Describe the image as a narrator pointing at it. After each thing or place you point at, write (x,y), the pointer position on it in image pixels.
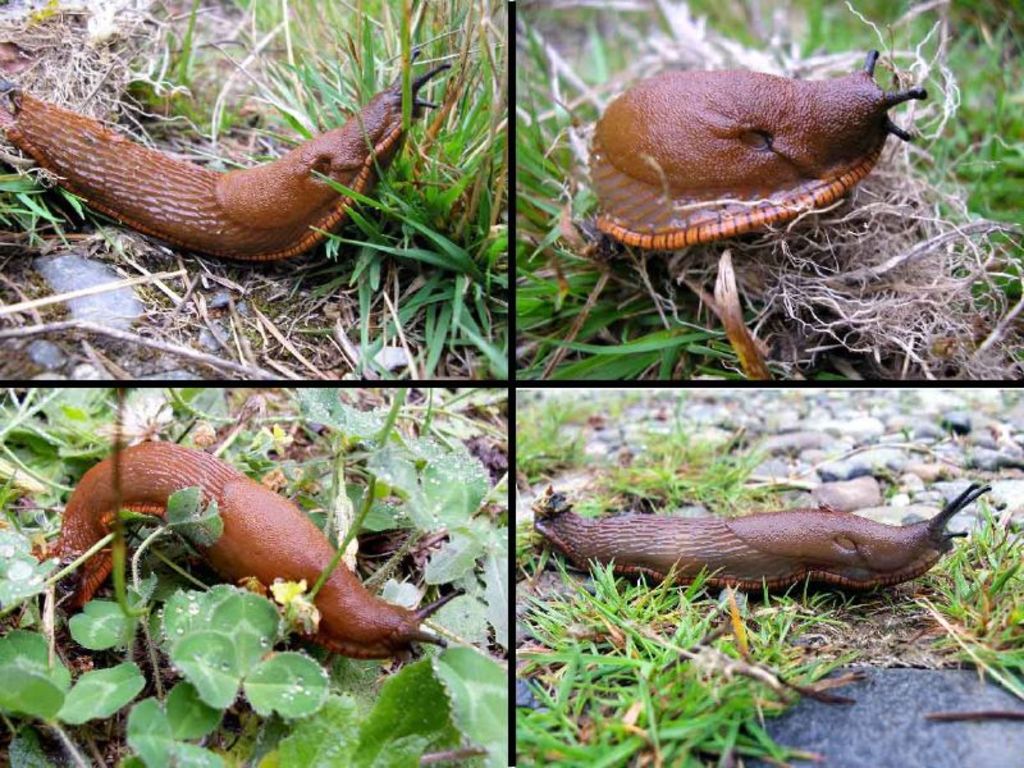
The picture is a collage of four images. In this picture there is slug (721,152) in different positions. At the top left (278,55) there is grass (398,235). At the top right (758,249) there is dry grass (713,307) and grass (584,332). At the bottom left (197,673) there are plants (307,488). At the bottom right (698,708) there are stones (811,450) and grass (643,637).
